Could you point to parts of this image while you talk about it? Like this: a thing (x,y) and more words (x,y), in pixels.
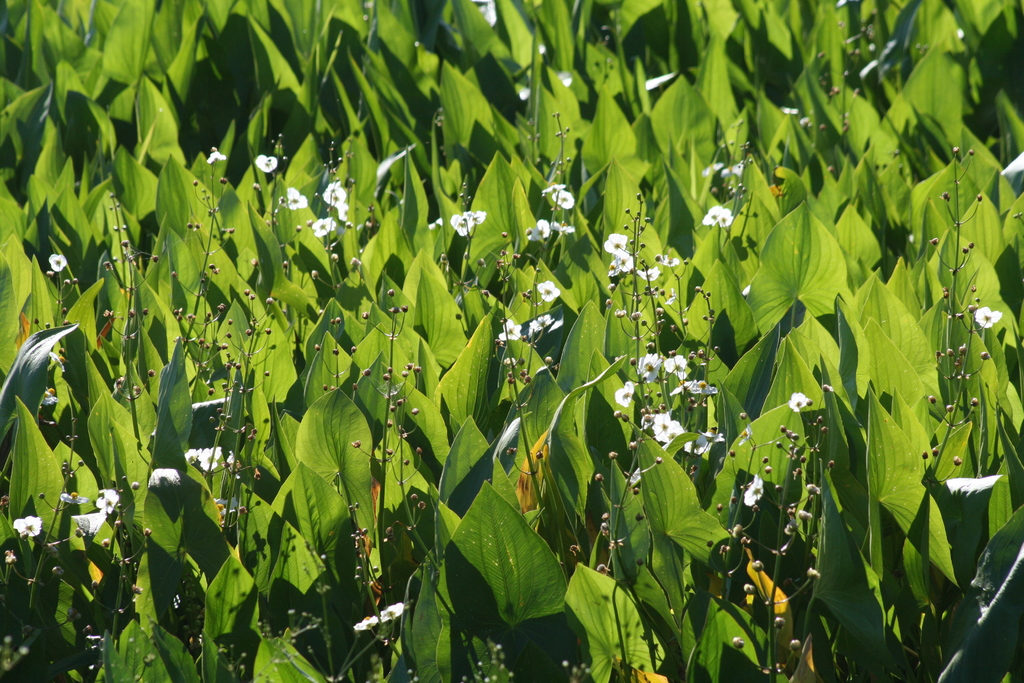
In this image, we can see so many plants (627,525), green leaves (507,525), flowers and stems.
